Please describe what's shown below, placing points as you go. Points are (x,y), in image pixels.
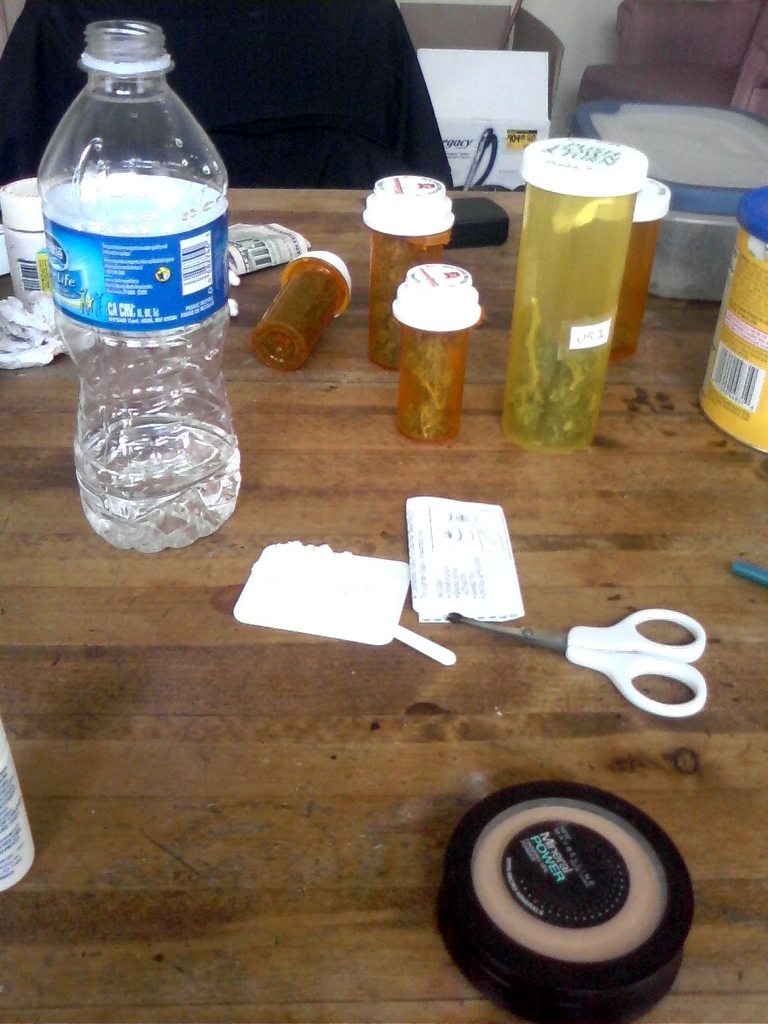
Here we can see bottle (222,448), jars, containers (696,275), scissors (651,653), papers (488,605) on the table (662,756). This is a box (694,177) and we can see a cardboard box (510,81) here.
